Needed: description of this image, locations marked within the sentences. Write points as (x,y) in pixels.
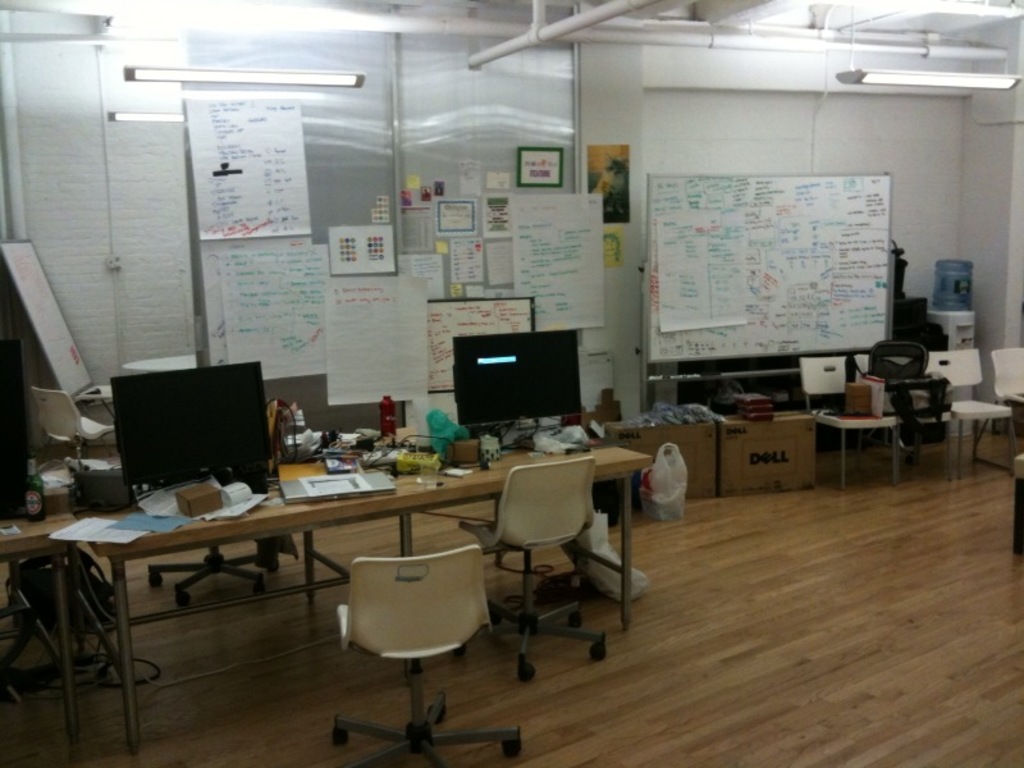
In the image we can see there is a room (671,425) on which there are two monitors (223,417) on the table (504,460) and at the back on the wall (135,166) there are papers (276,236) which are sticked on the wall (326,226) and there is a big notice board (709,253) on which papers (736,263) are sticked, on the top (854,76) there is a tubelight (1019,77).
